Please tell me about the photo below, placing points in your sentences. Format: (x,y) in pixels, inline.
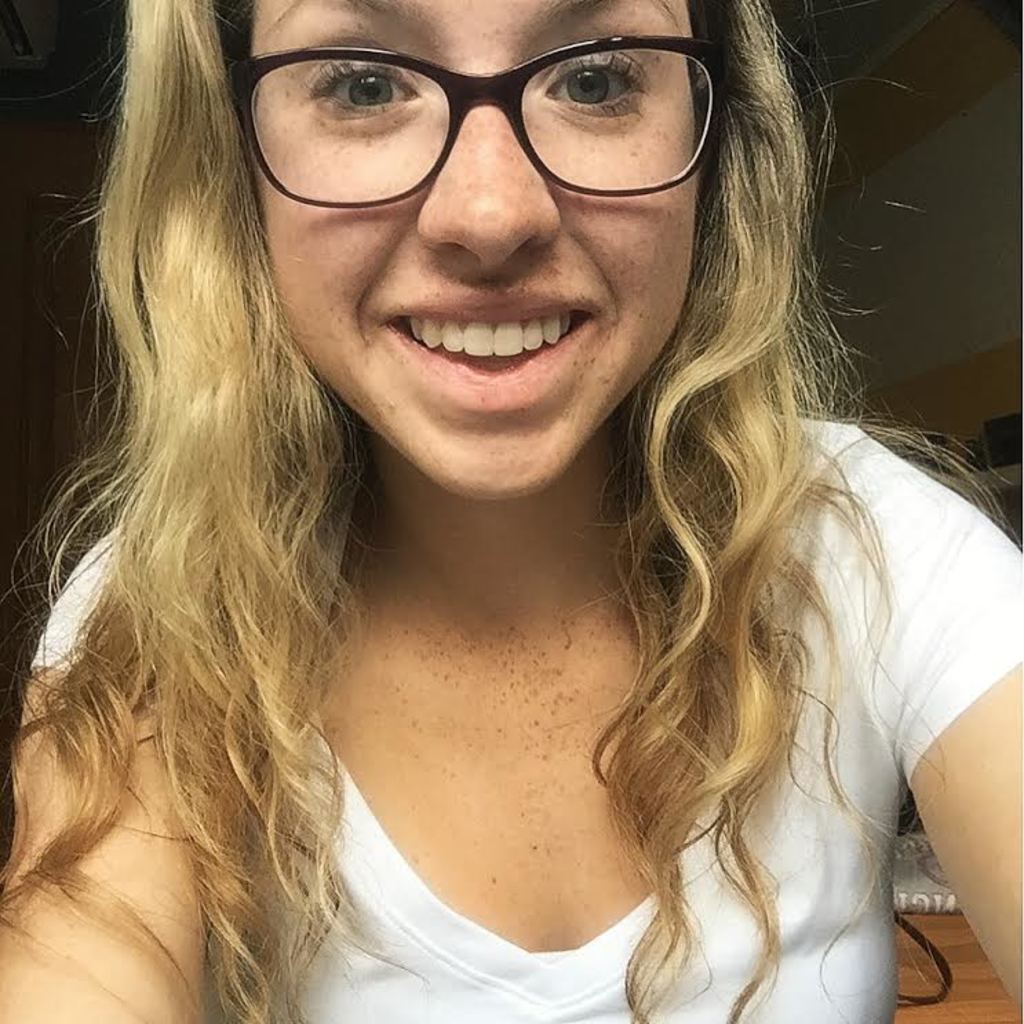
In this picture we can see a woman (270,670) wore spectacle (430,152) and smiling.
